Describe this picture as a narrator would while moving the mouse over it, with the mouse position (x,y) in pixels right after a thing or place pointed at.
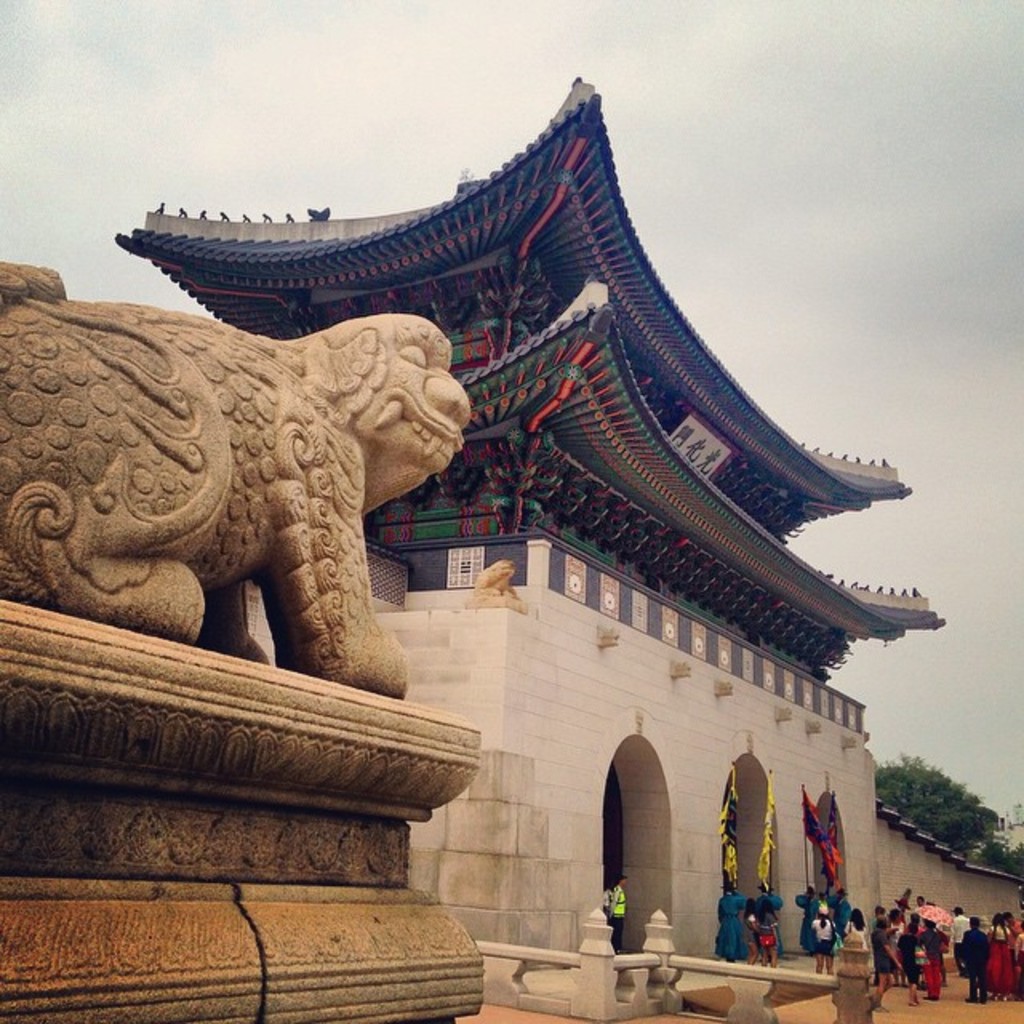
In this image, we can see a building (869,903). There are a few people (958,915). We can see some objects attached to the wall (866,863) of the building (751,842). We can also see some flags (765,852). We can see the ground (820,1014) and the fence (611,997). We can also see a statue (63,346) on an object (216,761). We can also see some trees (934,780) and the sky (1018,511).
